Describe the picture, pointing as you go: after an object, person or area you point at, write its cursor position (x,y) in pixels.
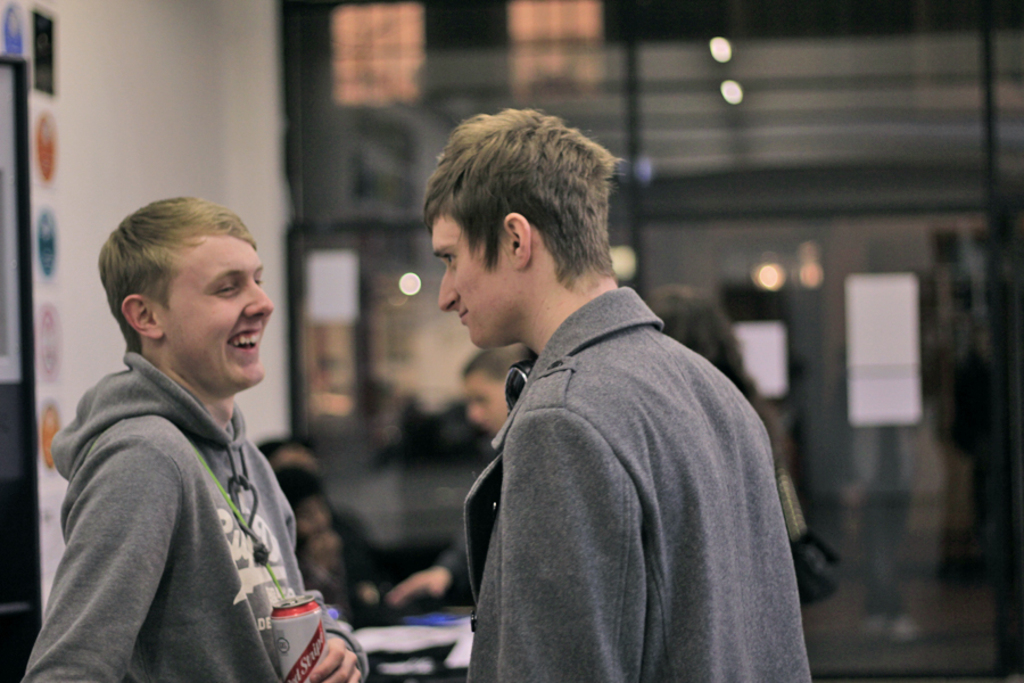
In this image we can see a few persons (506,297), among them some are sitting and some are standing, in the background (339,289), we can see some windows (831,382), lights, and boards (876,393), on the left side of the image (231,119) we can see a white color wall (232,103) with stickers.
